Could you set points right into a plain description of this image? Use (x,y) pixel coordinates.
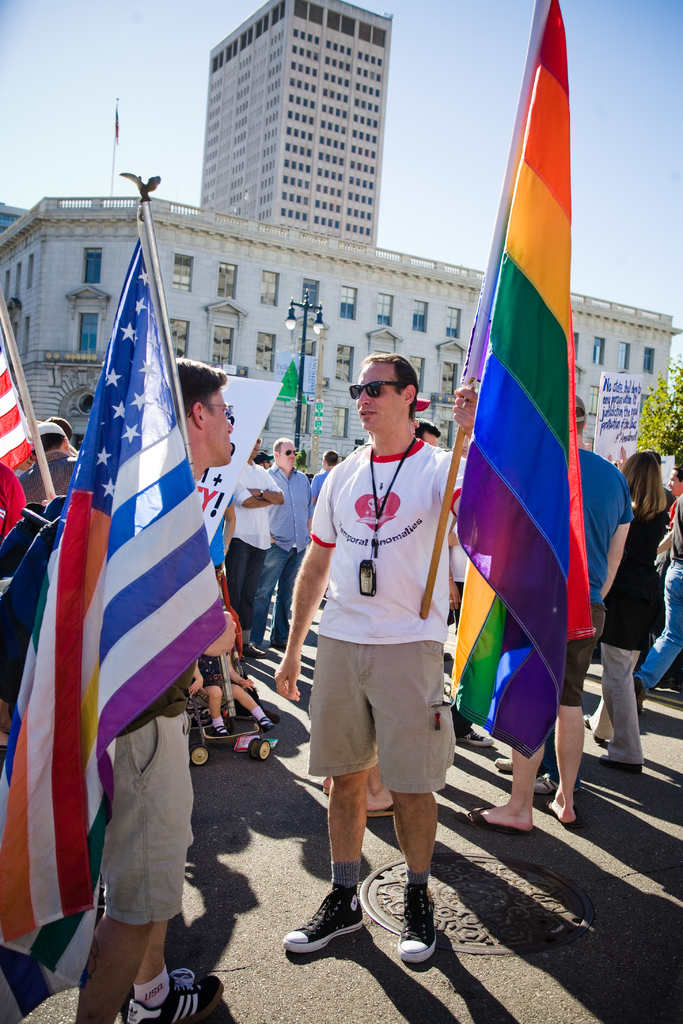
In this image in the front (156,579) there are persons (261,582) standing and holding flags (162,541). In the background (254,256) there are buildings (195,254) and there is a tree (650,432) and there are persons (325,480) standing and on the top of the building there is a flag (114,133).
